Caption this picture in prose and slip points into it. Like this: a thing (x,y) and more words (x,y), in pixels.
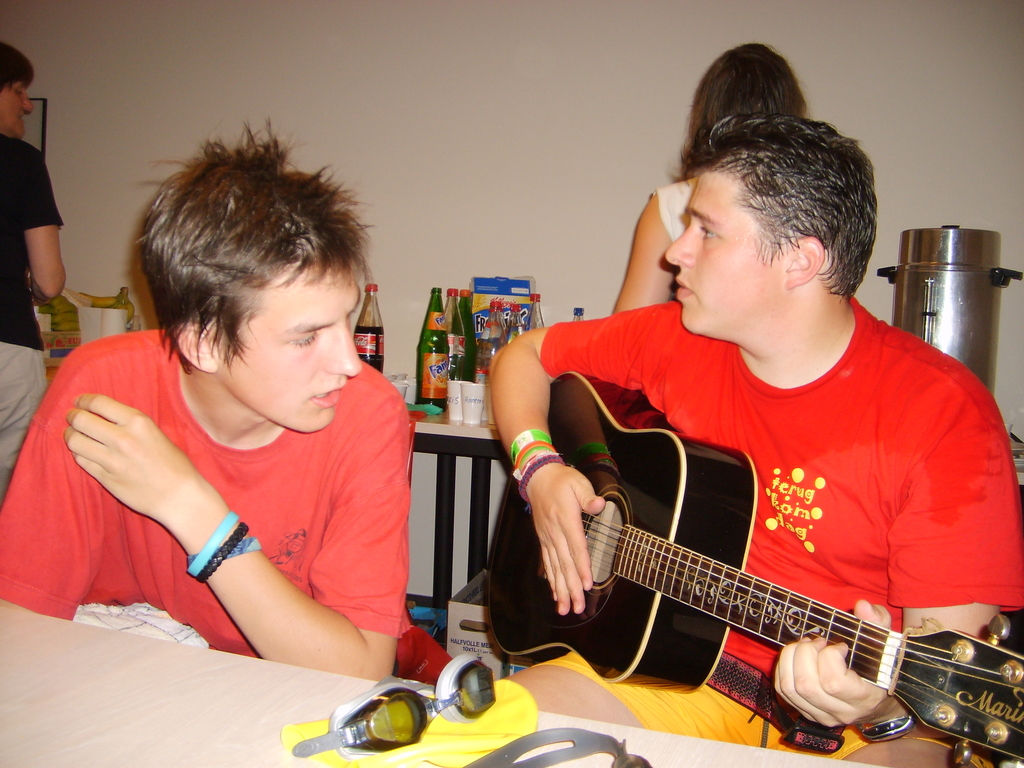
The person (645,695) wearing yellow short (696,706) is holding a guitar (643,626) and there is other person (351,549) sitting beside him and there are two persons (40,196) standing behind him.
